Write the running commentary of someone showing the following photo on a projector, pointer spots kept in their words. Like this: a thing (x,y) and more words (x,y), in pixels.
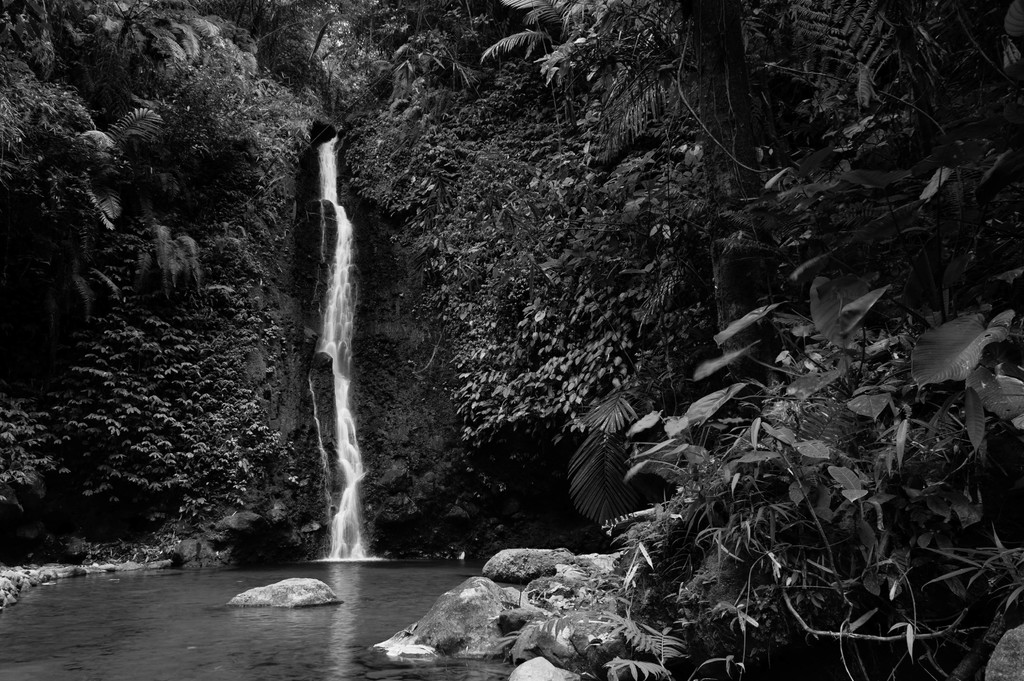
In this image I can see water (468,666), rocks (498,585) and trees (569,330). The image is black and white in color.
